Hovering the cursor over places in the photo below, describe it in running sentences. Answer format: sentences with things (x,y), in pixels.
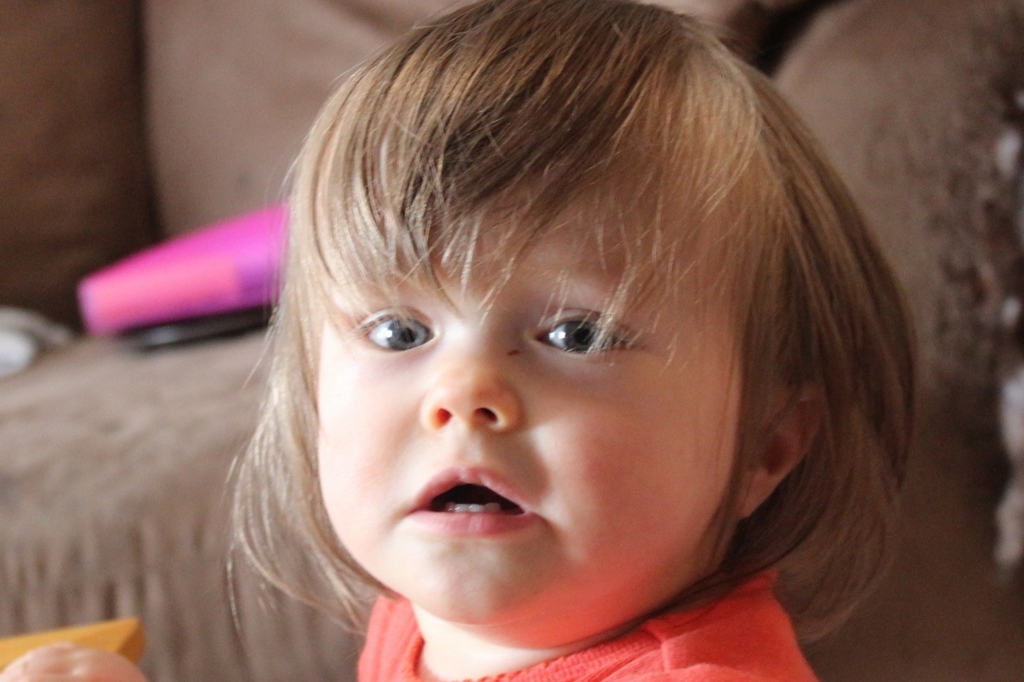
In this image, we can see a kid (615,339) is watching. Background (200,27) there is a blur view. Here we can see few objects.
